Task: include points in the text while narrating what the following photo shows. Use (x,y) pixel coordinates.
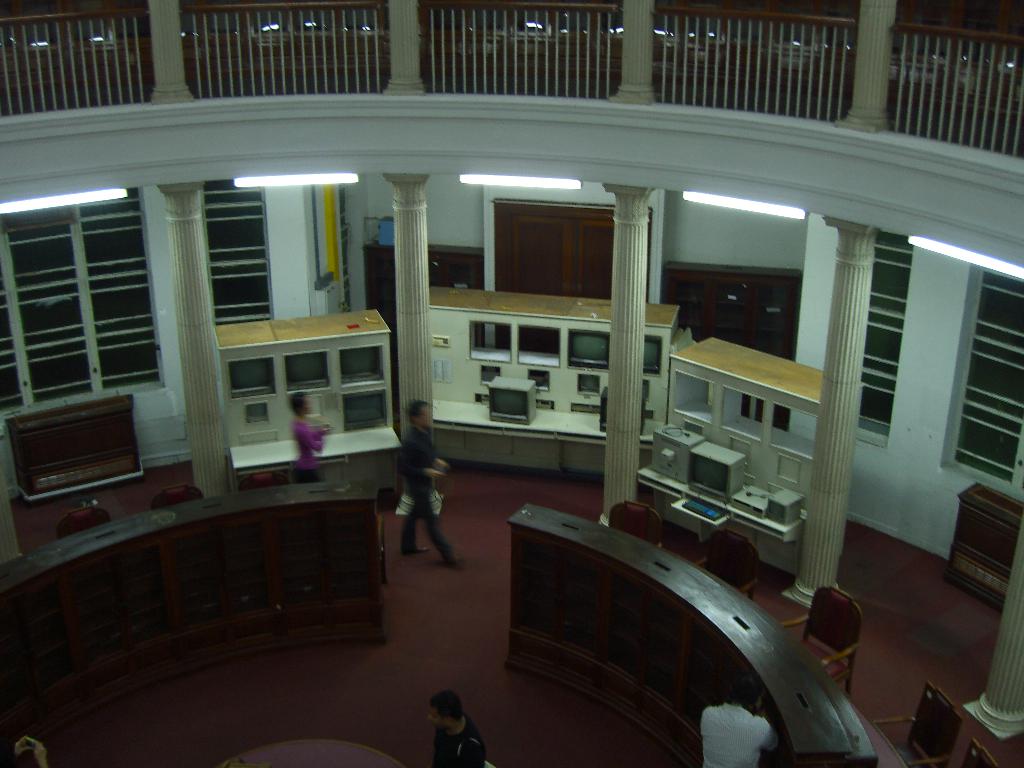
This is an inside view picture of a building (4,434). In this picture we can see the railings (526,53), pillars (879,70), lights (17,206), windows (897,254), cupboard (791,337), desks (790,661). We can see the devices (731,452) placed on the platforms (279,429). We can see the chairs (842,643), tables (762,652) and the people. At the bottom (366,680) we can see the floor (394,680).
